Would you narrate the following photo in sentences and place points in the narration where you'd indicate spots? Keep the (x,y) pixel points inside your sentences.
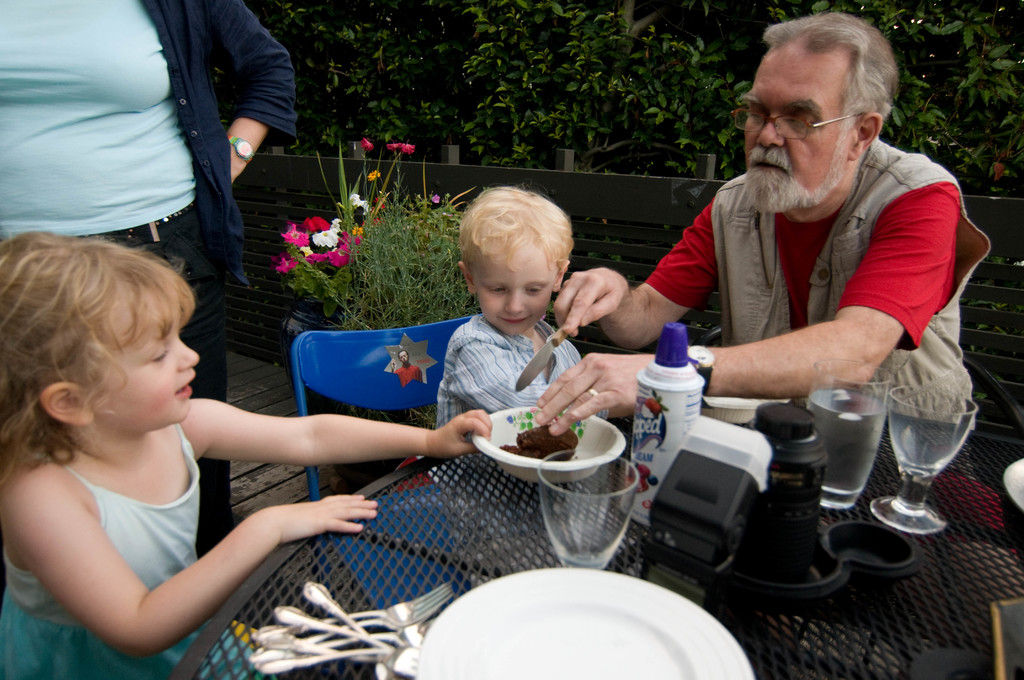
In this picture we can see a man (585,290) and two kids (198,508) are sitting on chairs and a person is standing. In front of the people (66,460) there is a table (829,600) and on the table (829,617) there are glasses (842,504), a plate (585,647), bowls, a bottle (659,390), forks (385,611) and some objects (731,446). A man (594,368) is holding a knife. Behind the people (241,440) there is a plant (358,235) with flowers (342,242) and behind the plant (293,233), it looks like the fence (251,321). Behind the fence (451,174) there are trees (552,72).
